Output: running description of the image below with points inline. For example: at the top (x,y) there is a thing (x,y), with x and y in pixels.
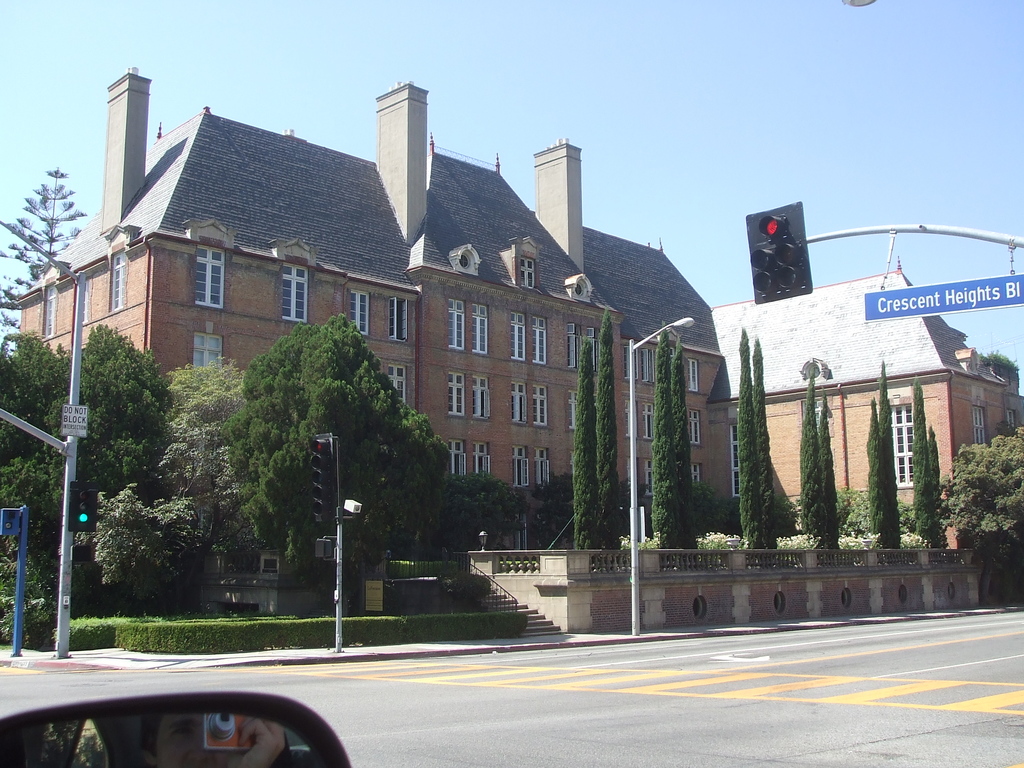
This picture is clicked outside. In the foreground (478,698) we can see the concrete road (758,662). In the center (631,453) we can see the lamppost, traffic light (97,492), a camera (356,510) attached to the pole (338,471) and the text (916,301) on the board (957,293) and we can see the trees (918,512), plants (782,533), stairway (534,611) and the houses (574,340). In the background (330,48) we can see the sky (460,43) and a tree (37,252). In the bottom left corner (294,750) there is a mirror (125,716) and in the mirror (319,747) we can see the reflection (171,751) of a person (190,744) holding a camera (225,734).
